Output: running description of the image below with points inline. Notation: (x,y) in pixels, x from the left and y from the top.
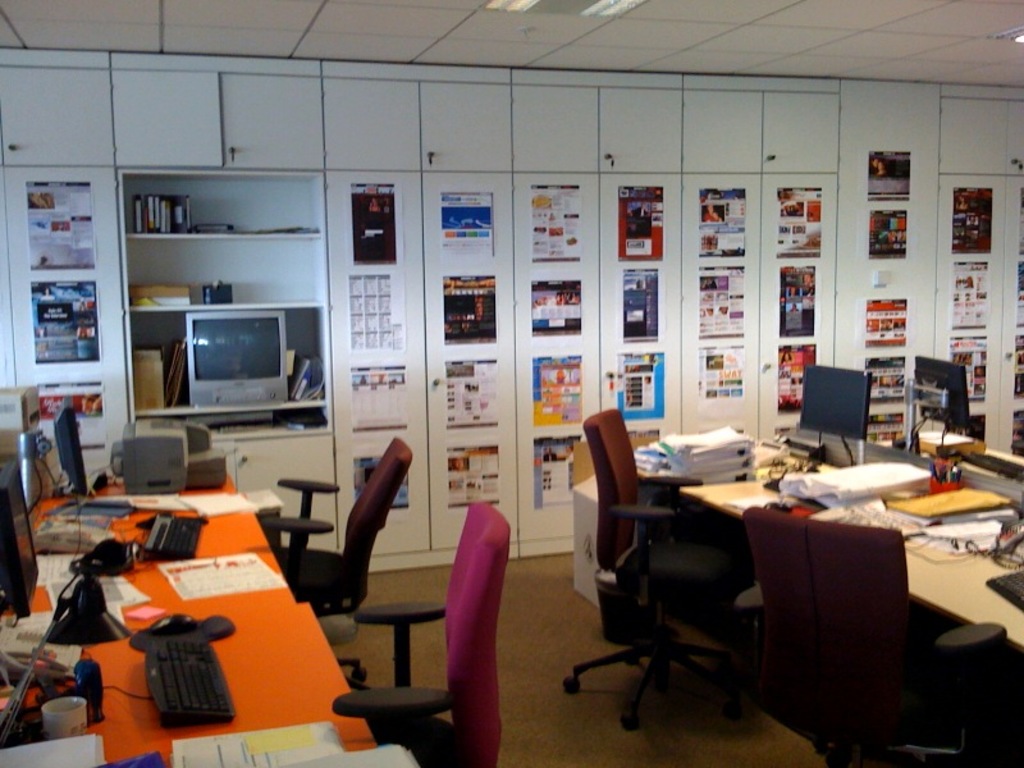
As we can see in the image there are cupboards (348,167), posters (796,189), television (261,375), monitors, keyboards (193,720), mouses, tables (243,641), chairs (481,667), books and papers (908,470).
